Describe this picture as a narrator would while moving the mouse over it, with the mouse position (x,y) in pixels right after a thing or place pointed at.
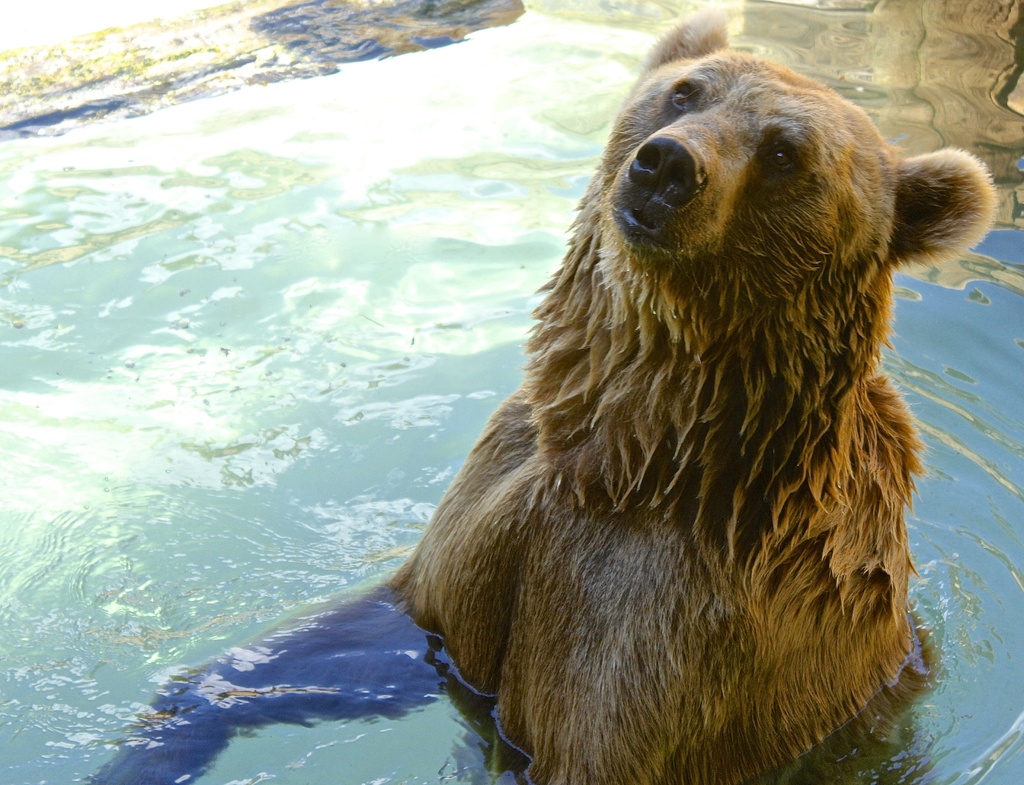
In this image, on the right side (729,366), we can see an animal (746,355) is sitting in the water (255,649). In the background (313,35), we can see some rocks (342,21), at the bottom (73,741), we can see a water (873,745).
